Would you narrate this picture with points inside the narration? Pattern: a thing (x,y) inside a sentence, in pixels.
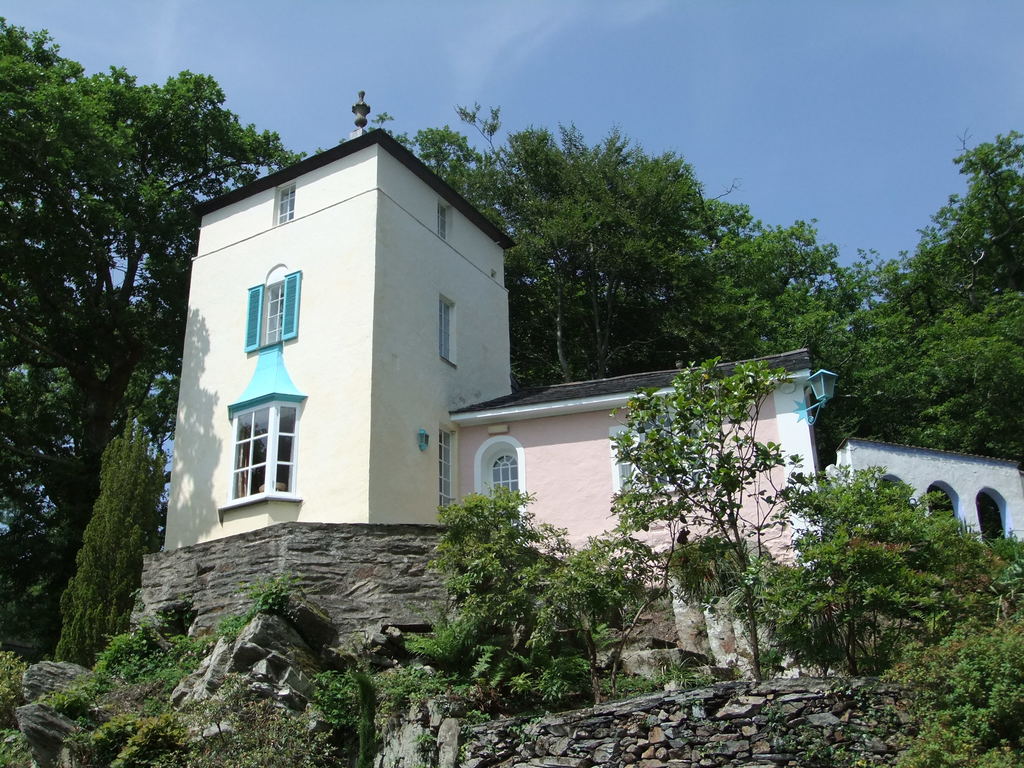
This is a picture of a house (219,270). In the foreground of the picture (673,604) there are trees (567,635), plants (199,657) and stone wall (653,710). In the center of the picture (400,460) there are trees (109,294) and a house (464,348). Sky (446,73) is clear and it is sunny.
